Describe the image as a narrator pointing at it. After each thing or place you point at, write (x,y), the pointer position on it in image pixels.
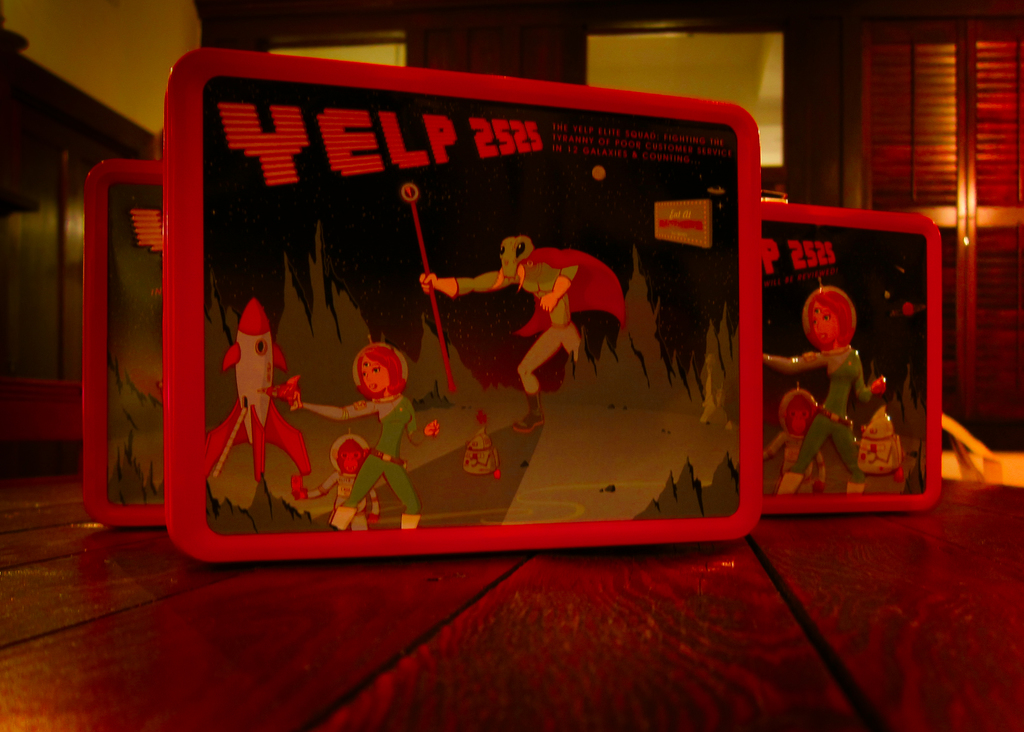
In this image there is a wooden object (428,640) towards the bottom of the image (654,618) that looks like a table (637,585), there are objects (462,387) on the table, there is text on the object (625,197), there is an animal (546,283), the animal (566,341) is holding an object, there is a woman (393,444), there is a man (352,465), there is a rocket (289,433), there is ground (531,457), there are objects (479,442) on the ground (551,421), there is a wooden object (26,228) towards the left of the image (24,342), there is an object (972,458) towards the right of the image (986,461), there are wooden objects (544,38) towards the top of the image (561,9), there is a door (922,147) towards the right of the image (958,176), there is a wall (129,26) towards the top of the image (98,23).
